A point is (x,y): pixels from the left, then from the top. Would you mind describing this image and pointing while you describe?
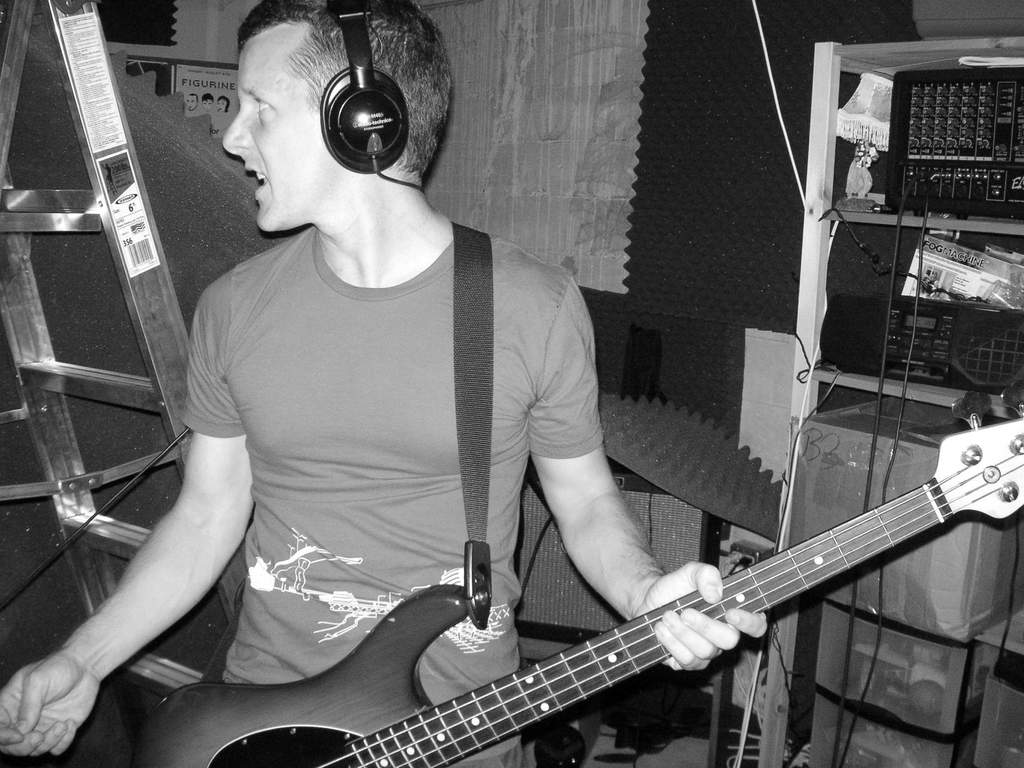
In this image I can see a man (510,411) wearing headset (361,163) and holding guitar (470,711). At the right of him I can see a ladder (42,444) and at the left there is a musical instrument (944,140). In the background (198,81) there is a sign board (213,89).
